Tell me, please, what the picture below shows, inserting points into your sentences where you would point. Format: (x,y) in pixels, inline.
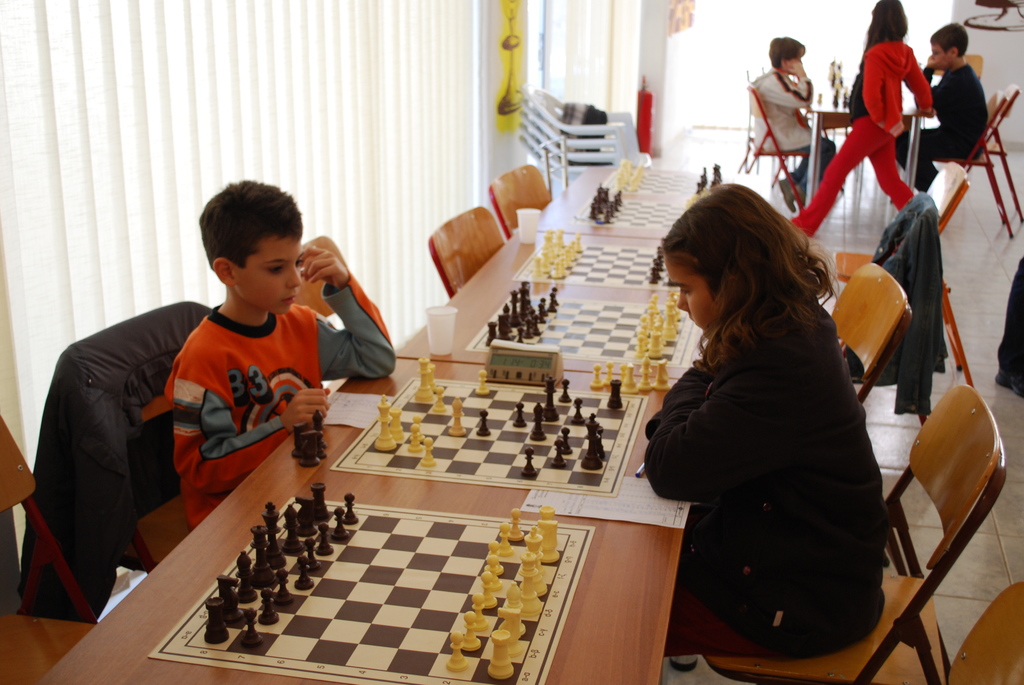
This is the picture taken in a room (923,560), there are a group of people (825,351) sitting on a chair (911,617) and this people (775,402) are playing a chess game in front of the people (748,403) there is a table (609,620) on the table (599,633) there is a chess board (508,571) and coins (506,608) and cup (442,324) and paper (363,408). Background of this people (353,353) is a curtain (207,174).
